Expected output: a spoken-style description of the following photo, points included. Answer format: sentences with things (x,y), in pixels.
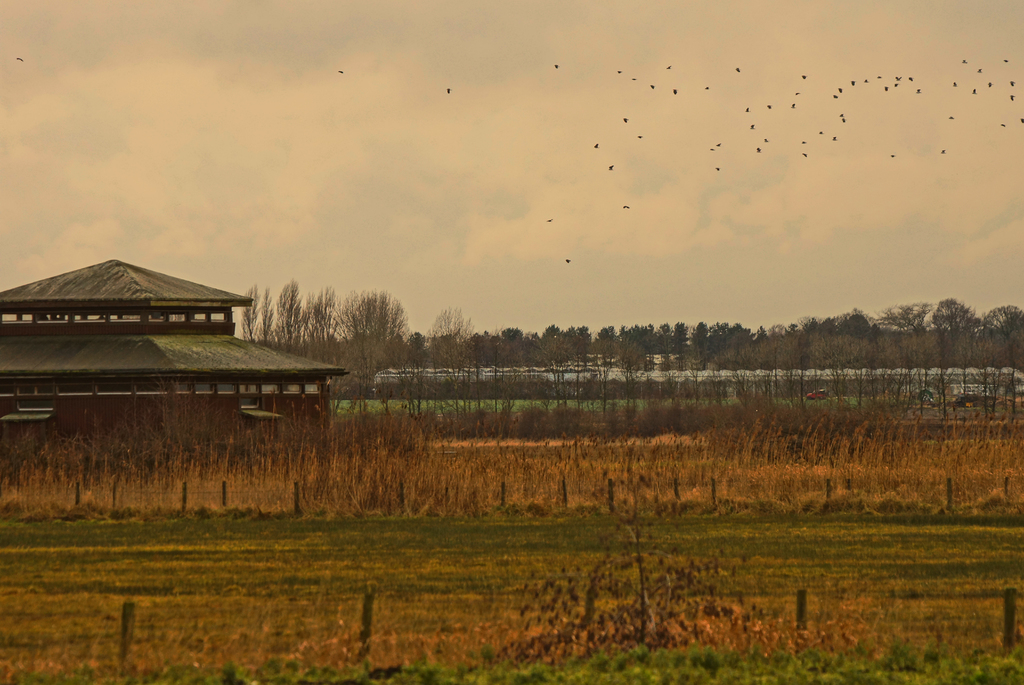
In this image I can see grass (567,585), fence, shed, trees (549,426) and vehicles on the road (906,409). At the top (467,128) I can see flocks of birds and the sky (636,207). This image is taken may be during a day.
